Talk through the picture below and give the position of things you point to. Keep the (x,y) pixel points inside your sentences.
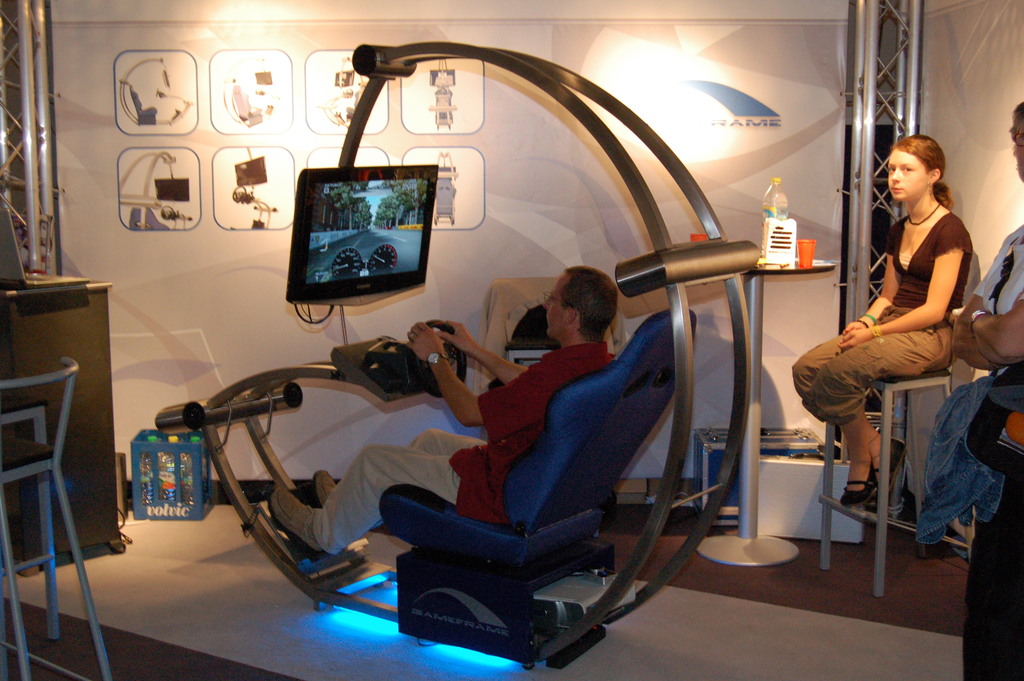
In this image I can see the person (503,469) sitting on the racing simulator (530,458). To the right (937,352) I can see two people (815,351). I can see the bottle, cup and few objects (773,261) on the table (820,265). To the left (29,441) I can see the chair (27,450) and there is a laptop (6,275) on the table (68,437). I can see the screen (310,260) and there are few bottles (159,481) in the basket (149,513). In the background (318,98) I can see the banners (822,193) to the metal rods (852,186).
